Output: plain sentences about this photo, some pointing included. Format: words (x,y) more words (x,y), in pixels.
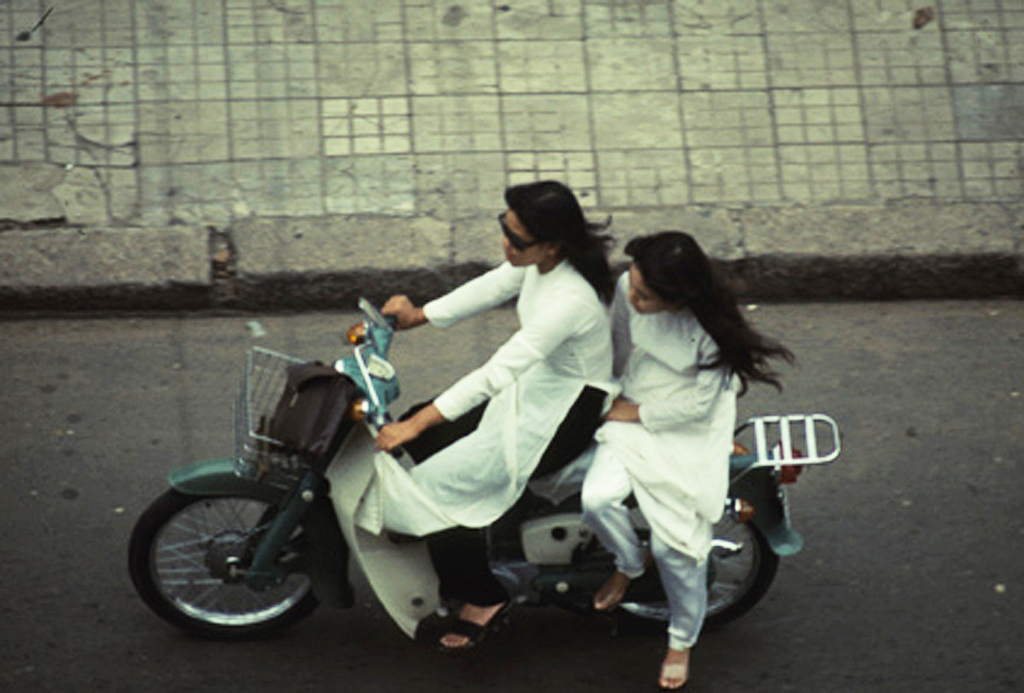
In this image we can see two women (464,477) are riding on a bike (345,441) on the road (60,650). At the top (314,136) we can see the footpath (411,101).
